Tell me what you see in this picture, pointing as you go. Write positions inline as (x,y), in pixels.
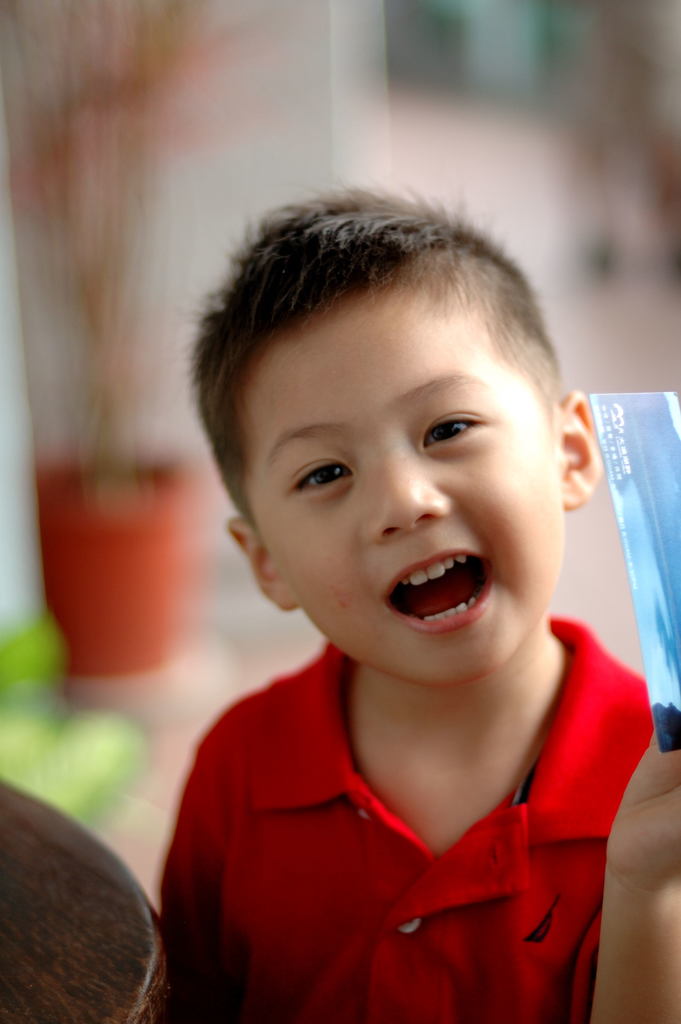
In this image we can see a boy (545,649) smiling and holding an object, behind him we can see a house plant (140,140) and the background (601,107) is blurred.
